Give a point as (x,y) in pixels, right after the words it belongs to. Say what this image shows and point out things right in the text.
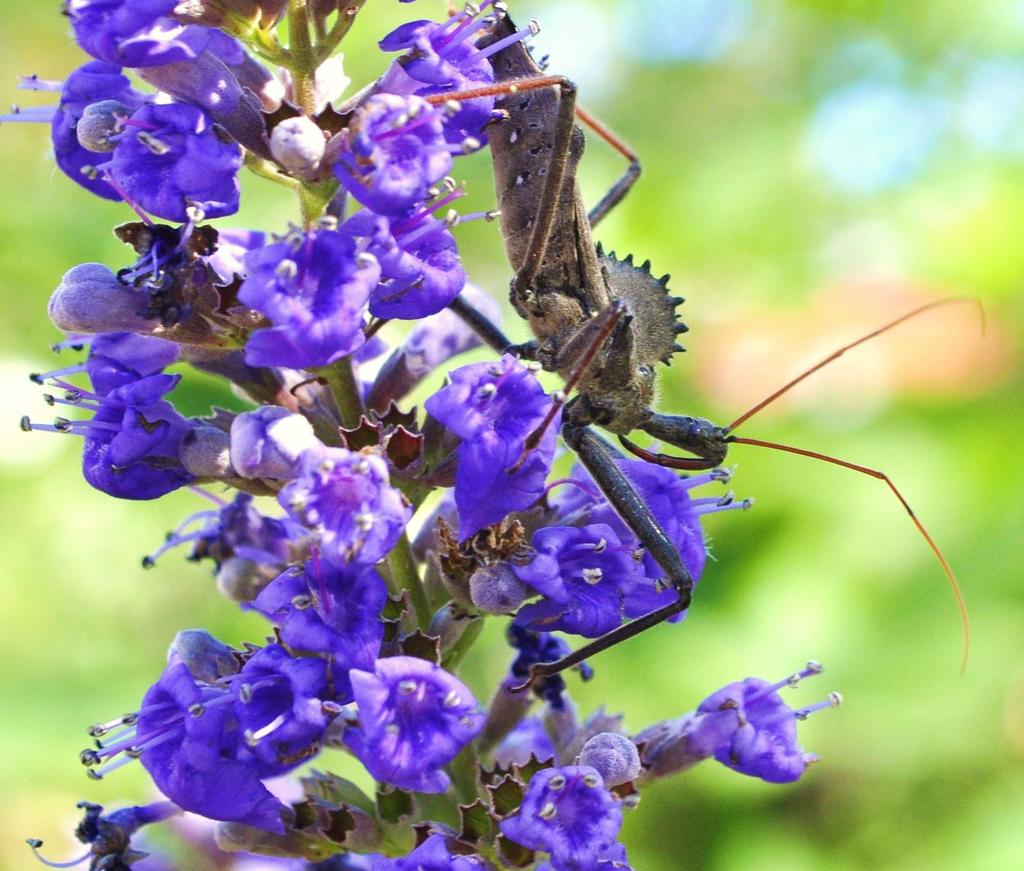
In this image we can see group of flowers (341,551) and buds (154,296) on the stem (314,56) of a plant (446,483), we can also see an insect (627,361) on some flower (437,136) and the background (875,816) is blurred.
